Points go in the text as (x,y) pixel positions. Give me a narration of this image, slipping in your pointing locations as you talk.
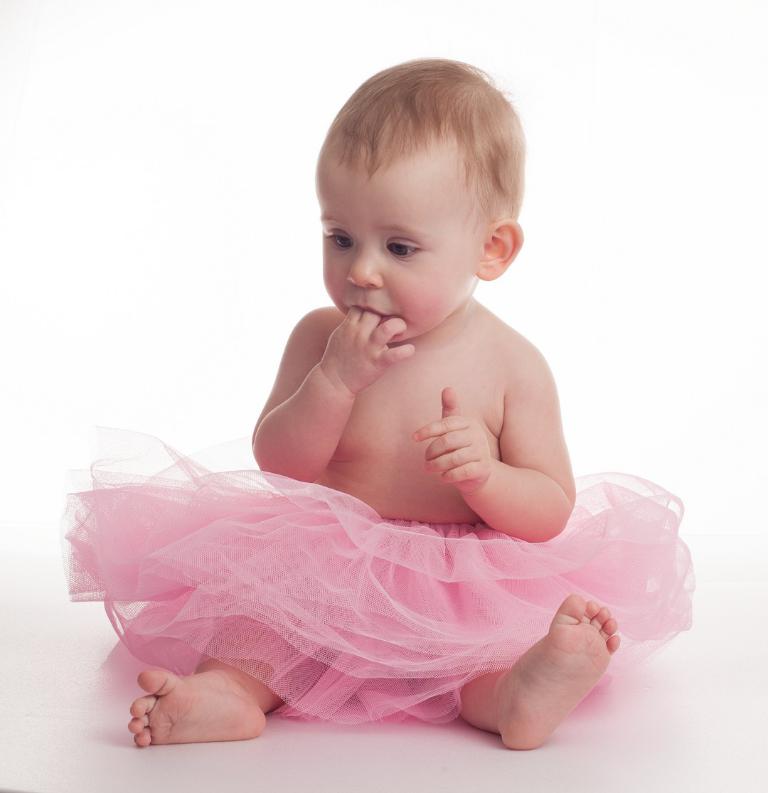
In this image, I can see a baby (369,432) sitting. This baby (406,517) wore a skirt (298,533), which is light pink in color. The background (177,361) looks white in color.
